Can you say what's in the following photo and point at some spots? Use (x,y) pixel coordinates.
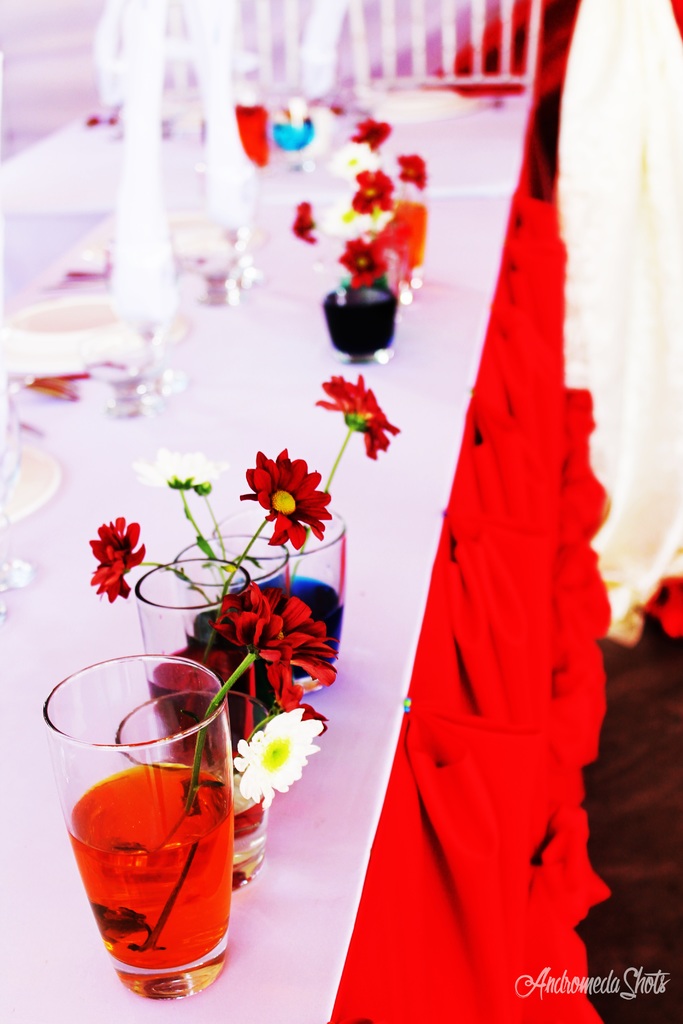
In this image we can see a table (484,489). The table (458,495) is covered with white and red color clothes (482,494). On the table (211,392), we can see plates (61,322), glasses (216,727), colorful liquid (168,839) in the glasses (381,316), flowers (269,770) and white color objects (304,49). There is an object (628,104) on the right side of the image (636,178). We can see watermark (602,990) in the right bottom of the image (593,984).
